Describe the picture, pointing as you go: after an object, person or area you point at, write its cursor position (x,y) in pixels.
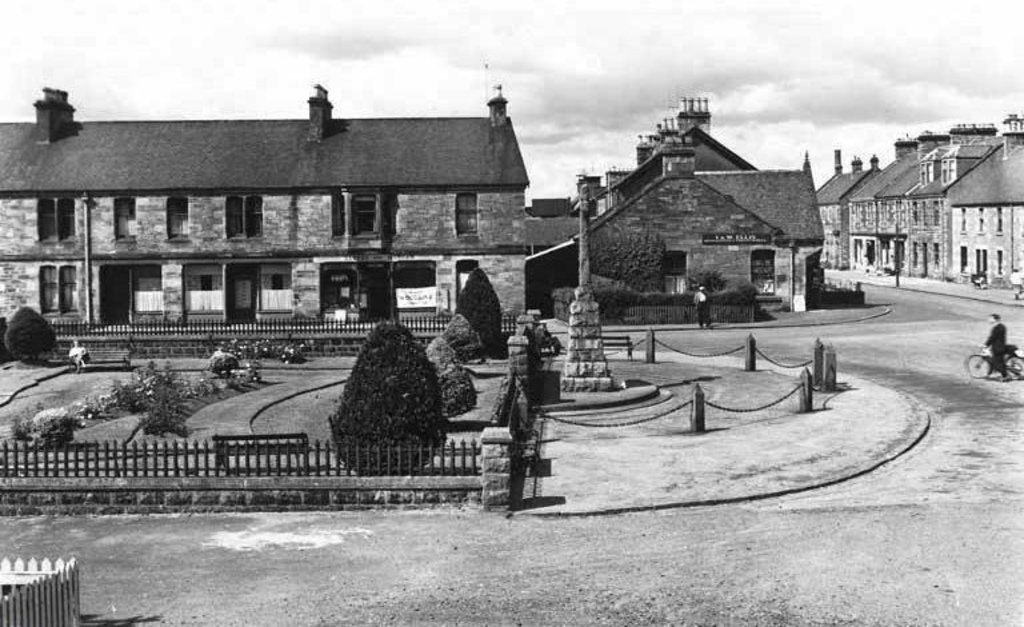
In this image I can see it looks like a black and white image, there are trees (426,366) in the middle (401,356) and there are houses (680,162) at the back side (757,196). On the right side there is a man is walking by holding the cycle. At the top (476,66) it is the cloudy sky (466,65).
